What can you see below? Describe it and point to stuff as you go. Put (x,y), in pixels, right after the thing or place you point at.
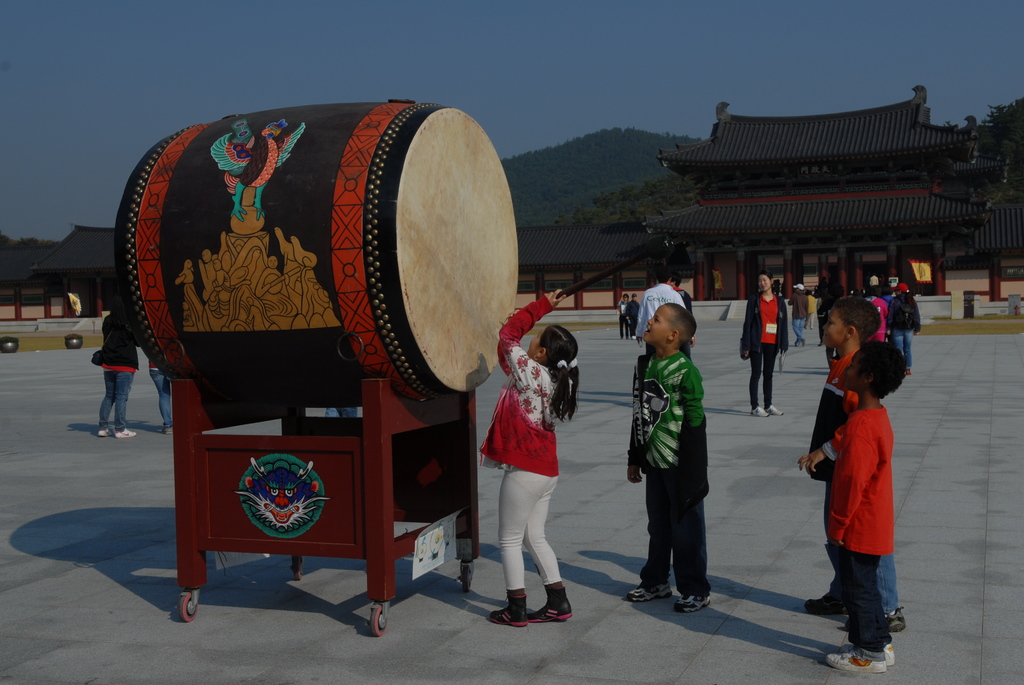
In this picture I can see there are few kids (544,343) standing here and a girl (545,431) among them is holding sticks (604,278), there are a few more people (119,396) in the backdrop (121,381) and there is a building (802,214), there are trees (581,166), mountain (616,136) covered with trees (598,157) and the sky (24,42) is clear.
